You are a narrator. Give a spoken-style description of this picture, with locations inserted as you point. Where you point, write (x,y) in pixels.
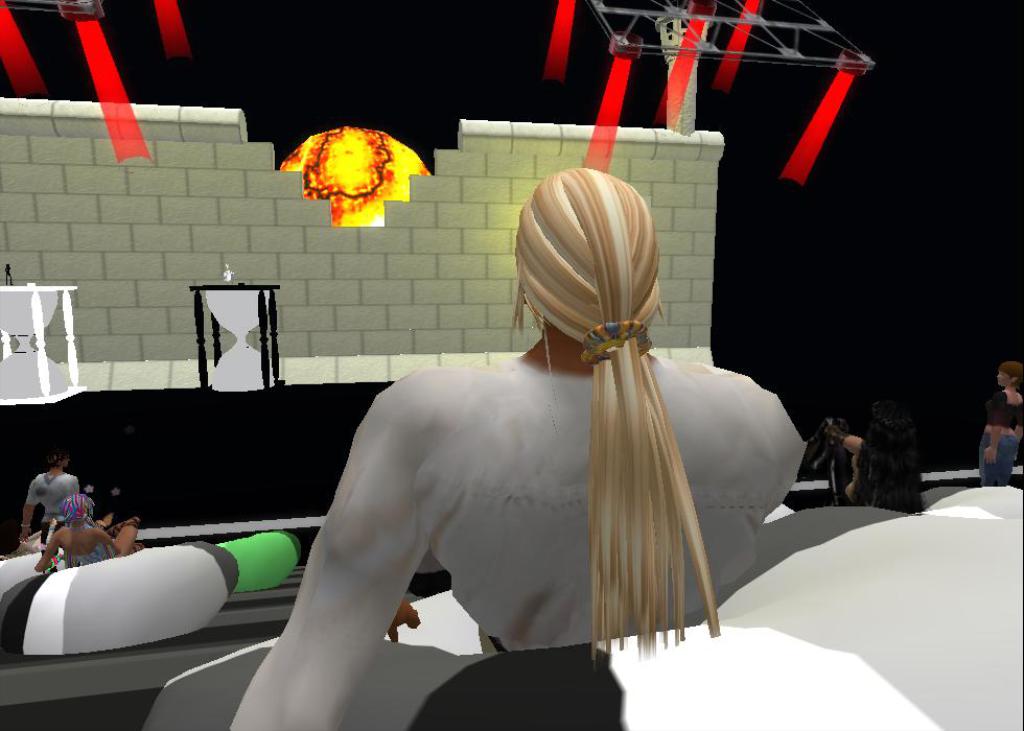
This is an animation picture, I can see few people (681,530) and looks like a wall (322,231) in the back (136,350) and I can see few lights (85,15) and I can see dark background (301,71).
